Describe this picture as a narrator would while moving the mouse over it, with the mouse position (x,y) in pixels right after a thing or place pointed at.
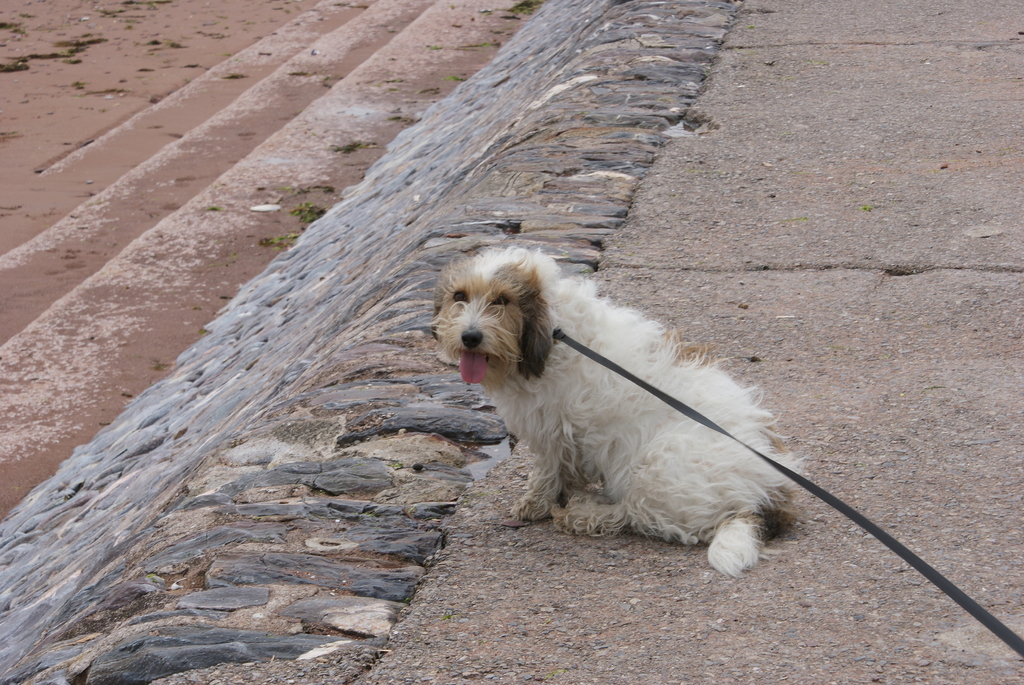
In the center of the image (614,408) we can see a dog (657,456). At the bottom (602,623) there is a road (508,589).
